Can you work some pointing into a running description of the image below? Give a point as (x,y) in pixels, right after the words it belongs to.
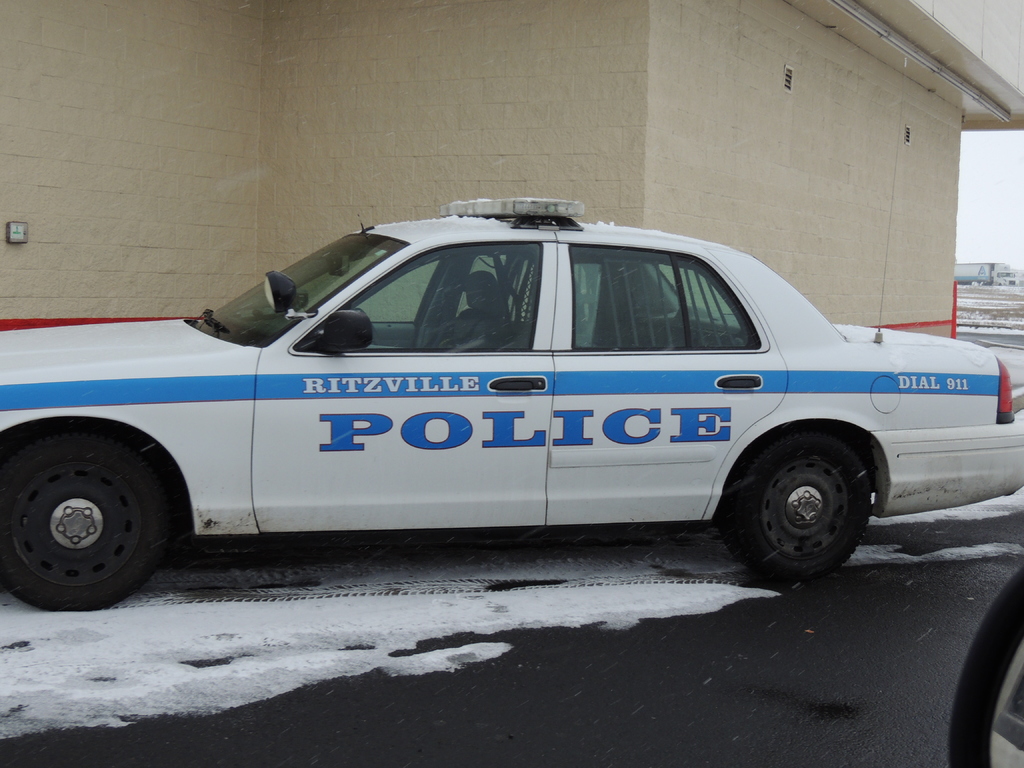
There is a car (362,419) with something written on that. Outside the car (474,324) there is something written. Also there is a number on the back of the car (930,364). In the back (471,112) there is building (607,78). On the road (340,613) there is snow (388,617).
